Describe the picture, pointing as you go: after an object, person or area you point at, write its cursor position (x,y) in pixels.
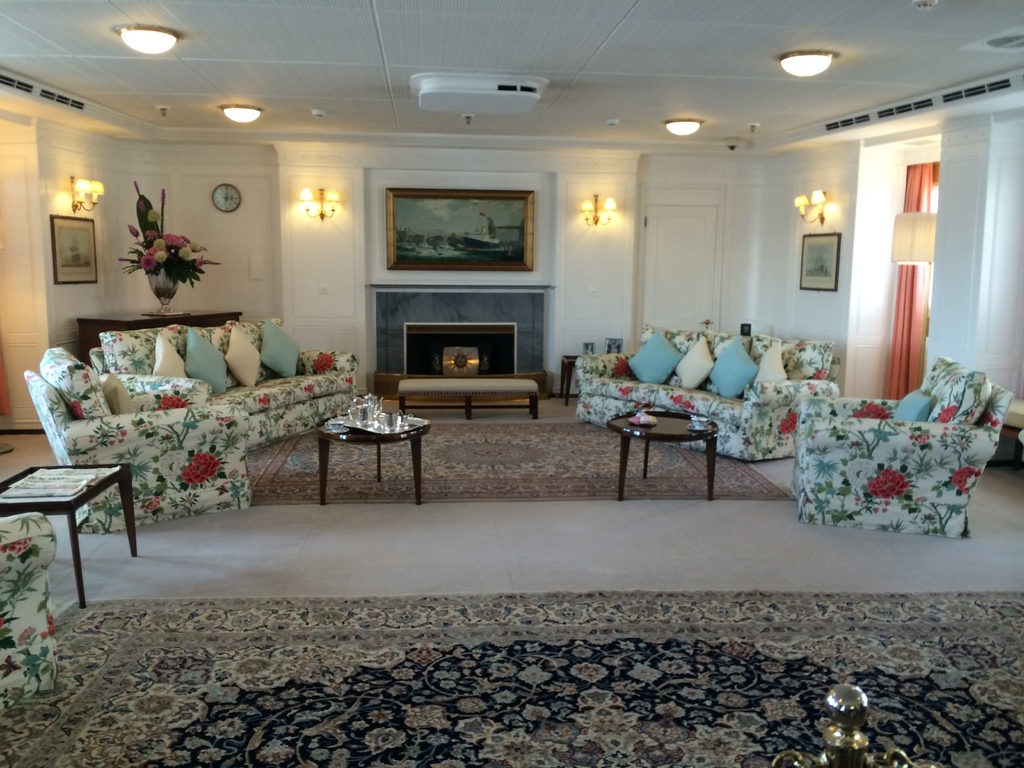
there is a living room (322,338), in the living room (395,379) we can see sofa (290,398), table (418,431), different items (363,408) present on the table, wall clocks (222,204), lamps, frames (455,215) and flower vase (176,269) along with the curtains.
